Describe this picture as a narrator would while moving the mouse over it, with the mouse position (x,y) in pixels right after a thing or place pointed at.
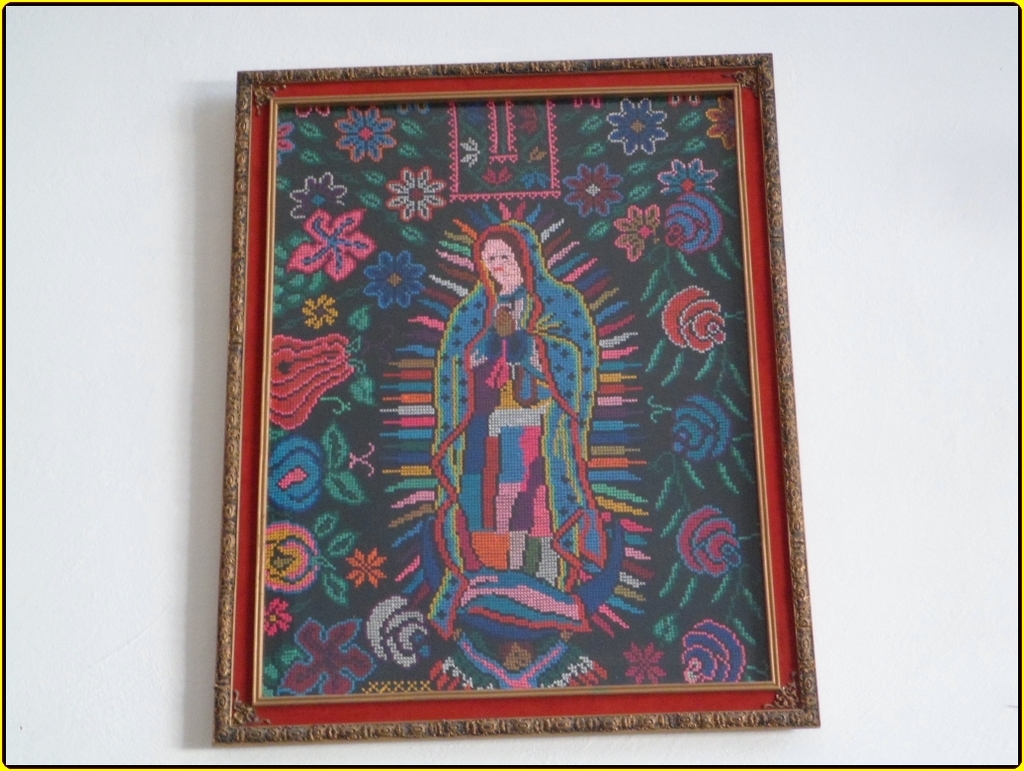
In the picture there is a frame (373,727) present on the wall (144,593).
